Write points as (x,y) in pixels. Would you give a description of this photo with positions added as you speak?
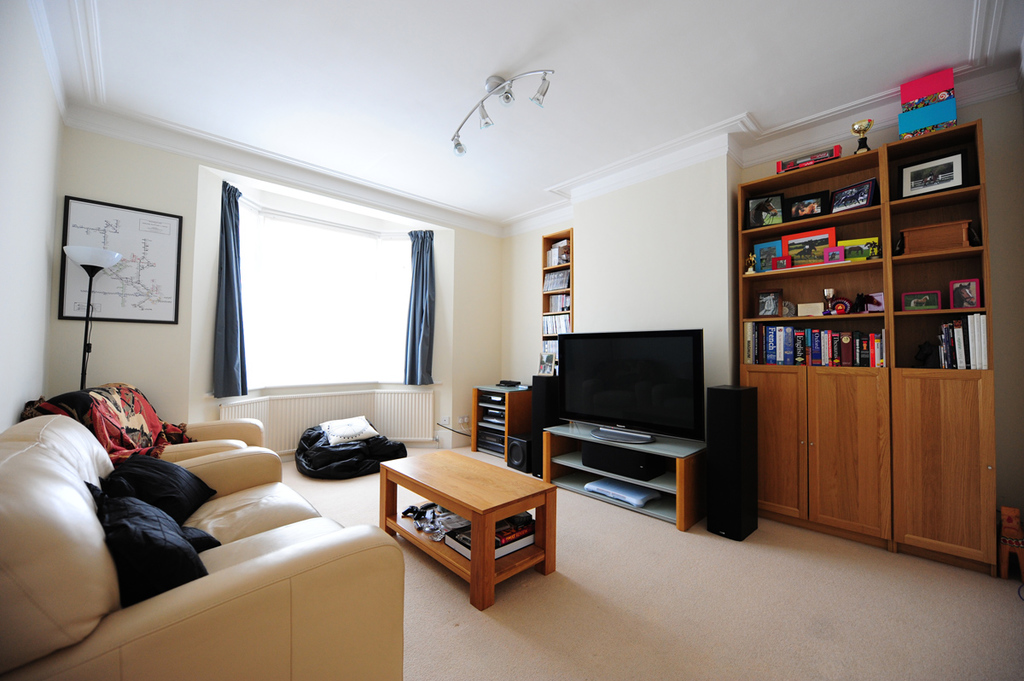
This is room (560,350). In this room (306,489) there are sofas (219,500) and pillows (153,506) on it. There is a table (489,497). Inside the table (444,545) there are books (460,549). Also there are other two table (511,411). On the table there is a TV (681,397). Also there is a speaker (746,452). On the wall (881,118) there is a cupboard (868,281). Inside the cupboard (813,319) there are books (836,354), photo frames (815,245) and many other items (863,142). Also on the wall (587,286) there is another cupboard (551,309). In the background (231,291) there is a window (248,309) with curtains (217,302). There is a floor lamp stand (86,315). Also there is a map (143,278) on the wall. On the ceiling (459,106) there is a spotlight (507,98).
